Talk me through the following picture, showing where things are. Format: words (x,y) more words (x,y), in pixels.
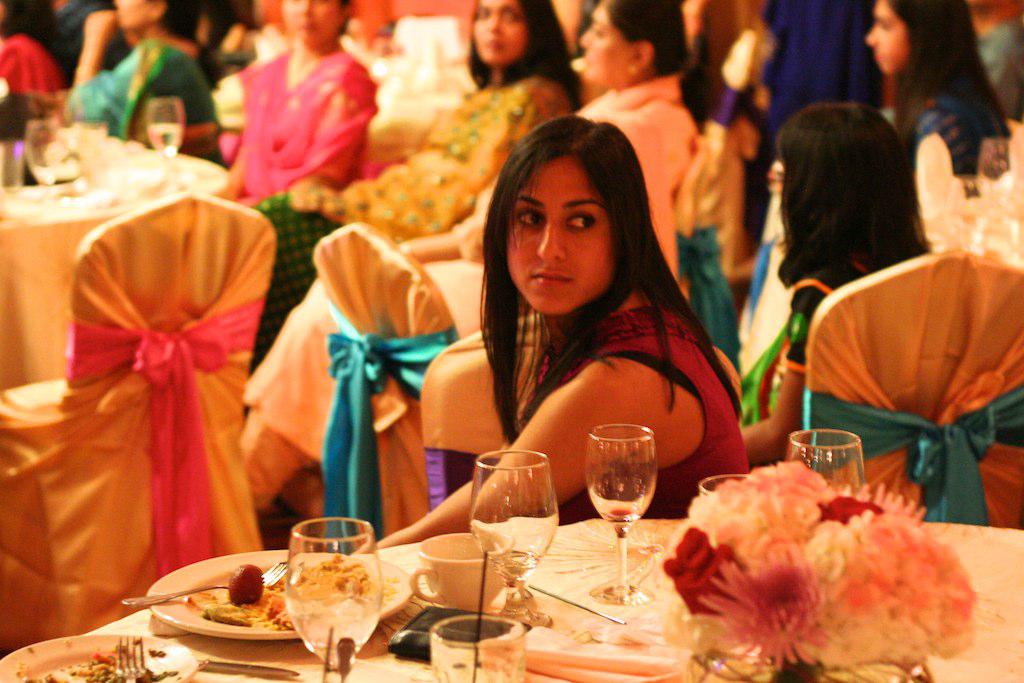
in this image i can a lot of women (605,299). in the front (608,454) there is a table (613,584) which lots of glasses (526,552) and a cup (437,577) and a plate (214,620) with food (261,615). in the right (886,592) front there is also a flower bouquet (812,574). the woman (716,450) at the front (636,409) is watching something. behind her there are many women (518,79) sitting on the chairs (734,76).
